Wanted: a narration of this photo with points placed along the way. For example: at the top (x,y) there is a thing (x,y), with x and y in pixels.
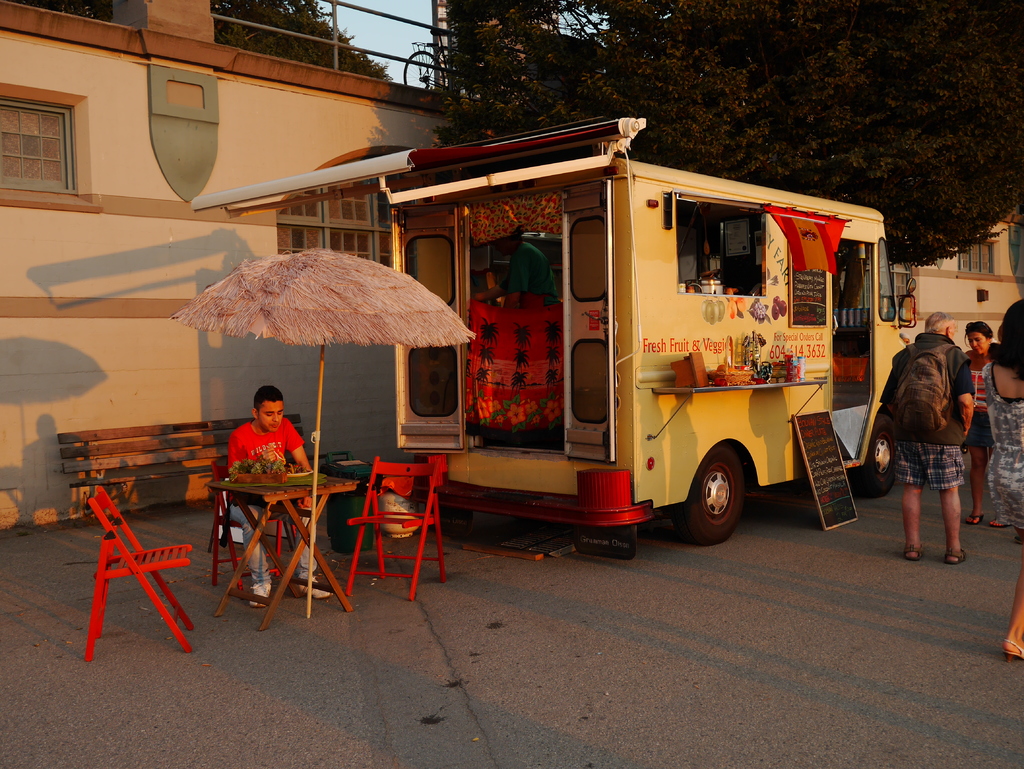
In the image we can see there is a person (289,451) who is sitting under the umbrella (378,306) and there is a food truck (642,378) and there are people (896,410) standing on the road (664,652) and behind there are trees (599,68) and building (186,80).
